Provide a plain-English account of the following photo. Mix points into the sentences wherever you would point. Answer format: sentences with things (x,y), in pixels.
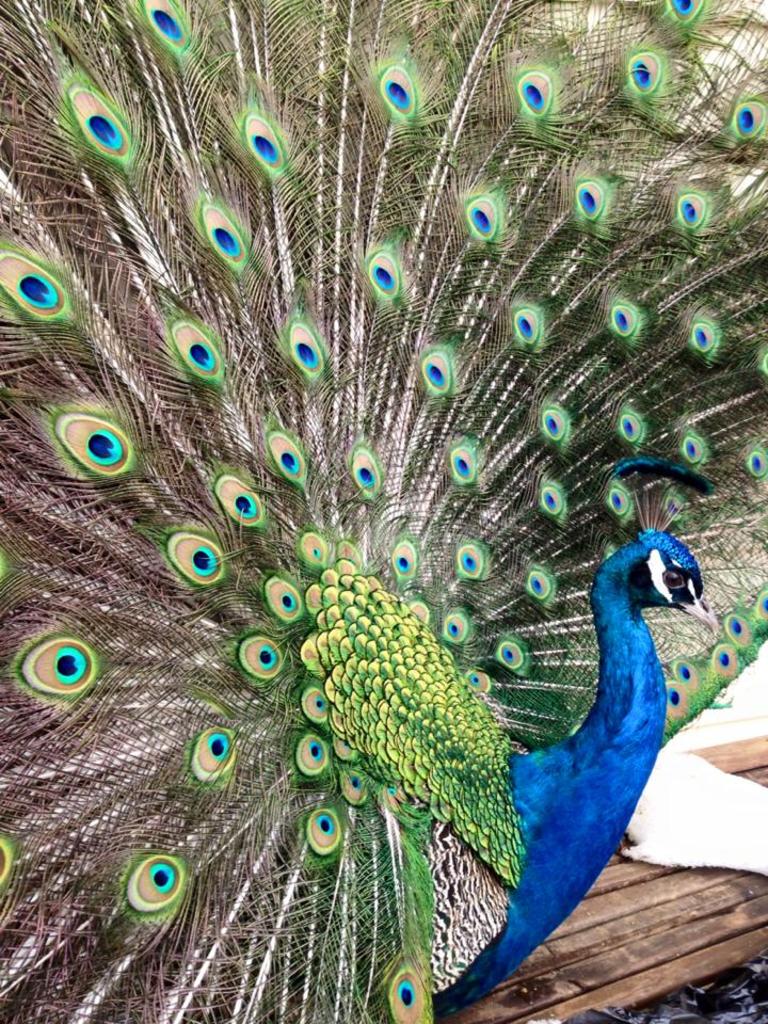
In this image there is a peacock (457,962) standing on the table (596,954).
